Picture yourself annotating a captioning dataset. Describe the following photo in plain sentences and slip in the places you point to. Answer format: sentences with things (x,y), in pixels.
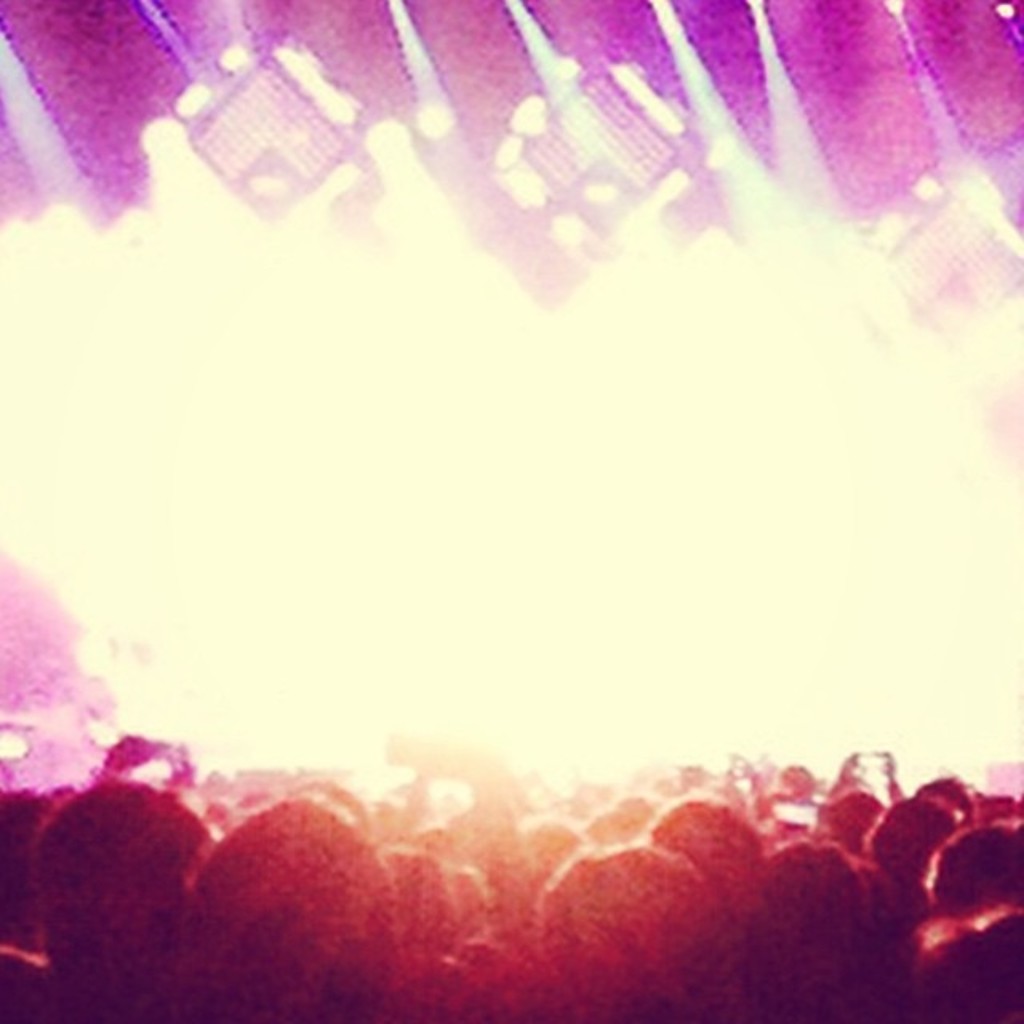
In the foreground of the image (626,885) we can see group of people (647,885) standing. One person (893,837) is holding a mobile (870,767) in his hand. In the background (936,386), we can see some lights (554,149).
